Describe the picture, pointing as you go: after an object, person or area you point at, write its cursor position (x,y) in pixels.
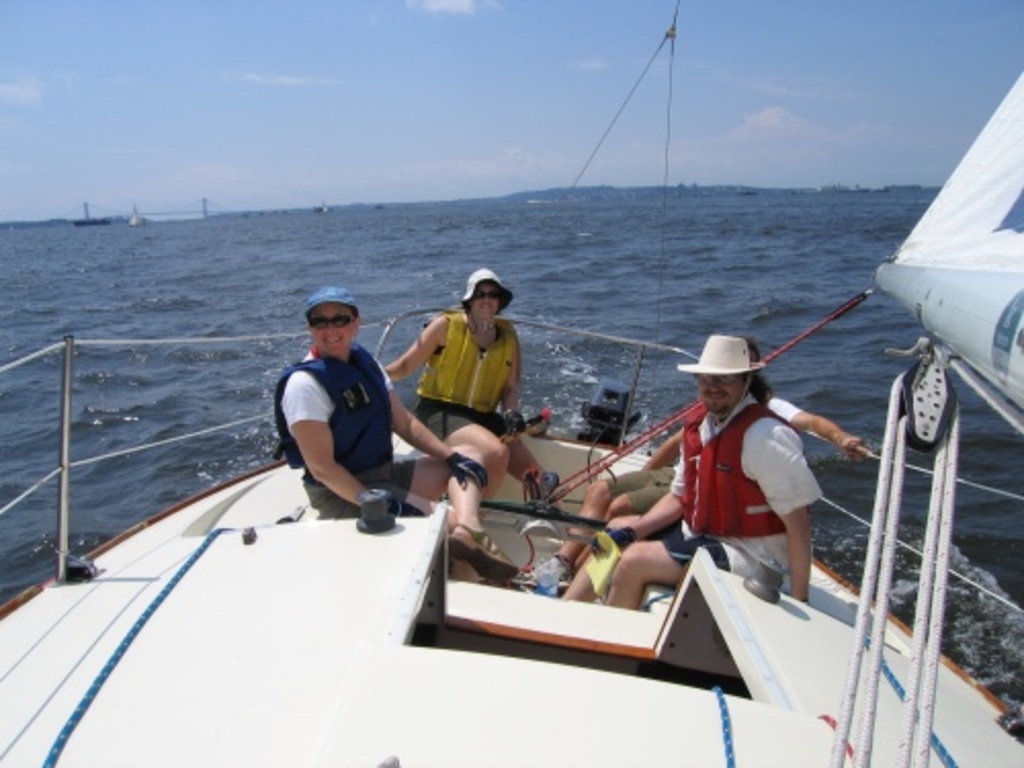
In this picture there is a ship (791,595) in the center of the image (361,441), on the water (822,552) and there are people (756,539) in it and there is water (714,301) in the center of the image (572,263).
